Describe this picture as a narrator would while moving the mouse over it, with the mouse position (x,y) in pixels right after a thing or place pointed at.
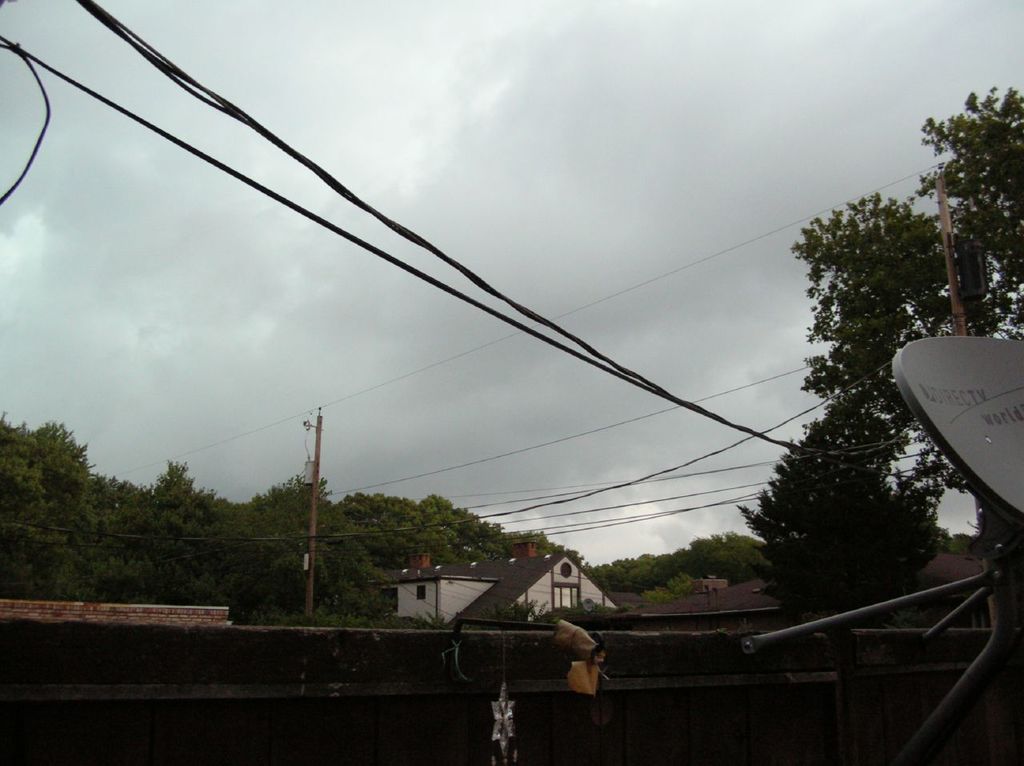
In this image there is the sky (562,199) towards the top of the image (494,151), there are trees (770,524), there are poles (314,524), there are wires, there is a house (542,572), there is a wall (483,714) towards the bottom of the image (650,675), there is a dish antenna (951,376) towards the right of the image (925,394), there is text (971,400) on the dish antenna (966,413).
